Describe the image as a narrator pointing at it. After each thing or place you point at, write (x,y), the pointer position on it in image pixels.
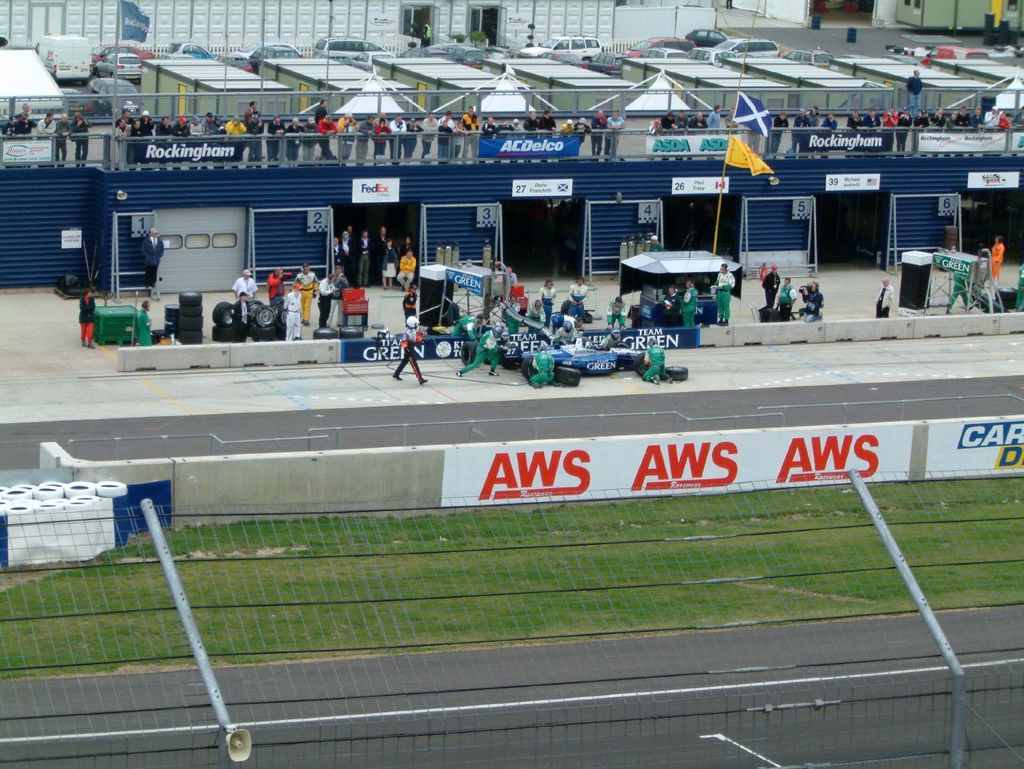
In this image I can see the road (622,659), the metal fencing (360,602), some grass (494,604) and few banners (600,472). In the background (622,367) I can see few persons (475,366) wearing green dresses (511,323) and few other persons (292,299) wearing white dresses (328,289) and standing, a car (527,348), few tires (219,330), few buildings (252,228) and some people (531,124) standing on the stadium (232,136) and I can see few cars (670,42) on the road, a flag (137,11) which is blue in color and to the right top of the image (1015,11) I can see a green colored object (926,10).
